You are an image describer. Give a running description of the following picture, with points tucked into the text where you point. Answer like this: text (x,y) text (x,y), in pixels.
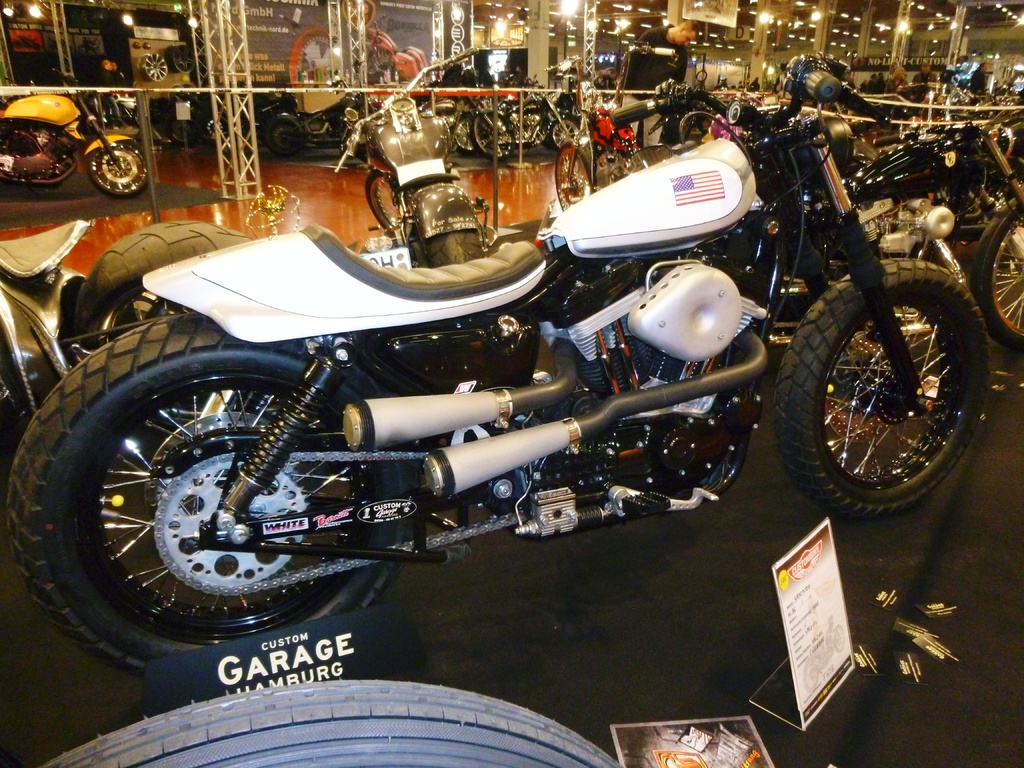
In this image we can see some motorbikes (889,286) and the place (735,54) looks like a show room (730,53) and we can see some other objects (718,6). There are some lights (879,27) attached to the ceiling (974,10) and there is a person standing near the motorbike (308,561) and in the background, we can see a board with text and picture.
